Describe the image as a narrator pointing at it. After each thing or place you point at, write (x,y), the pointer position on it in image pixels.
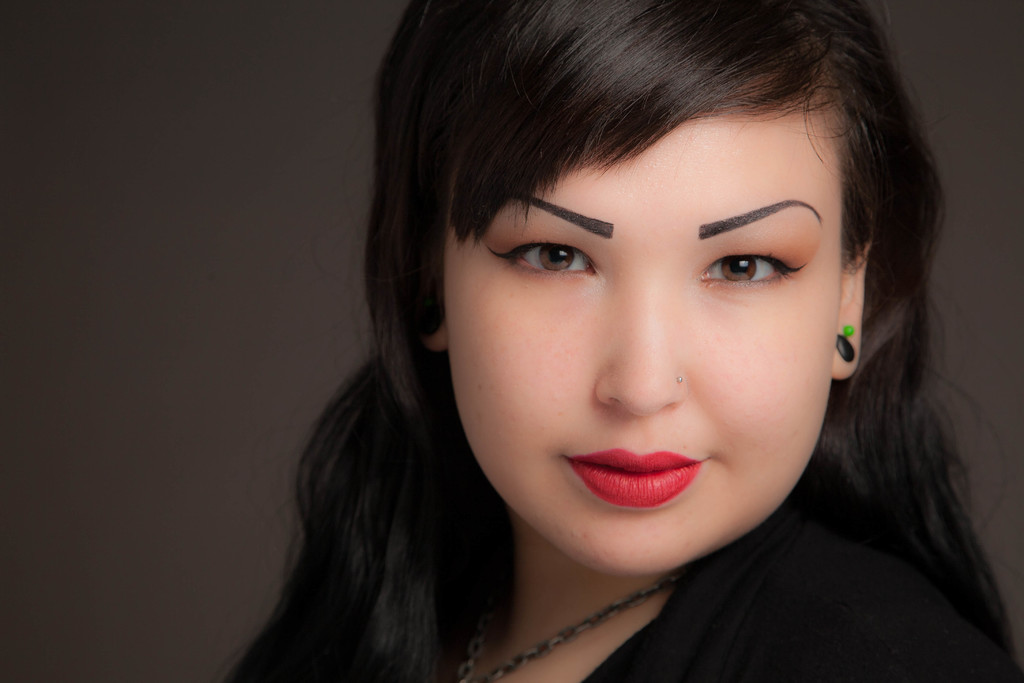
In the center of the image (502,276), we can see a lady (623,410) and in the background (222,258), there is a wall (111,158).
